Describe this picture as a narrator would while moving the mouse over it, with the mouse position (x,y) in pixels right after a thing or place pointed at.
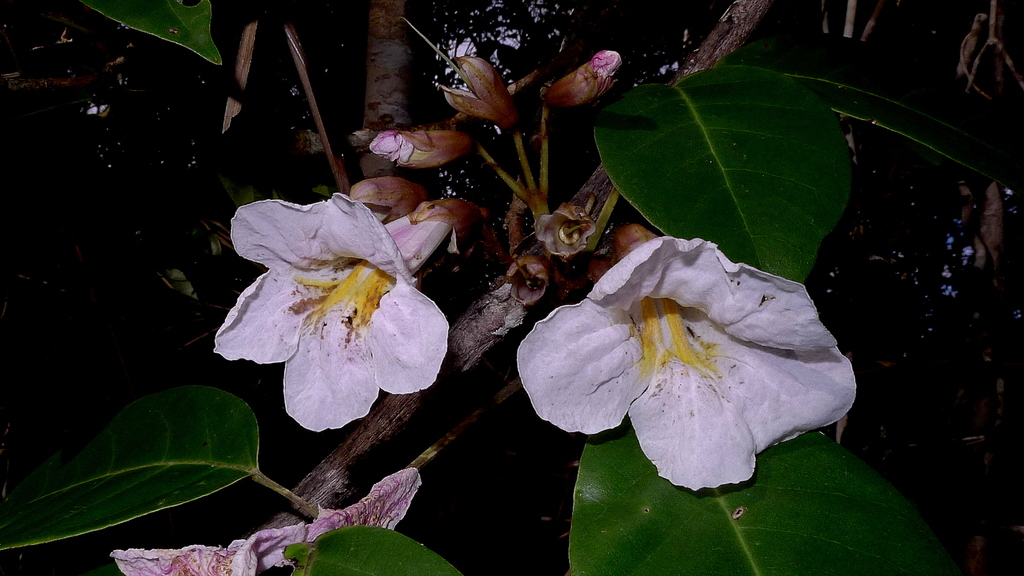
In this image I can see flowers (394,310), flower buds (572,92), branches (427,129) and leaves (655,208). In the background (478,53) it is dark.
